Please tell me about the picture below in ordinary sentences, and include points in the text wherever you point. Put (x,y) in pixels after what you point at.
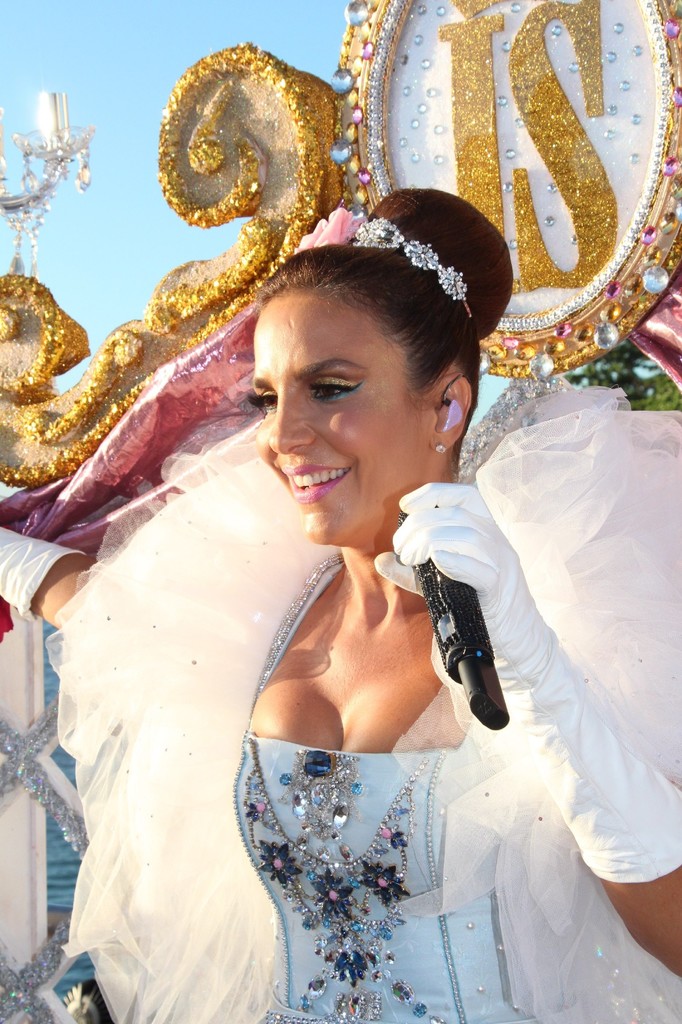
In this image there is a women (608,626) standing holding a mic (492,696) in her hand (413,552) and wearing costumes (218,777), in the background (109,338) there is a design (470,107).
